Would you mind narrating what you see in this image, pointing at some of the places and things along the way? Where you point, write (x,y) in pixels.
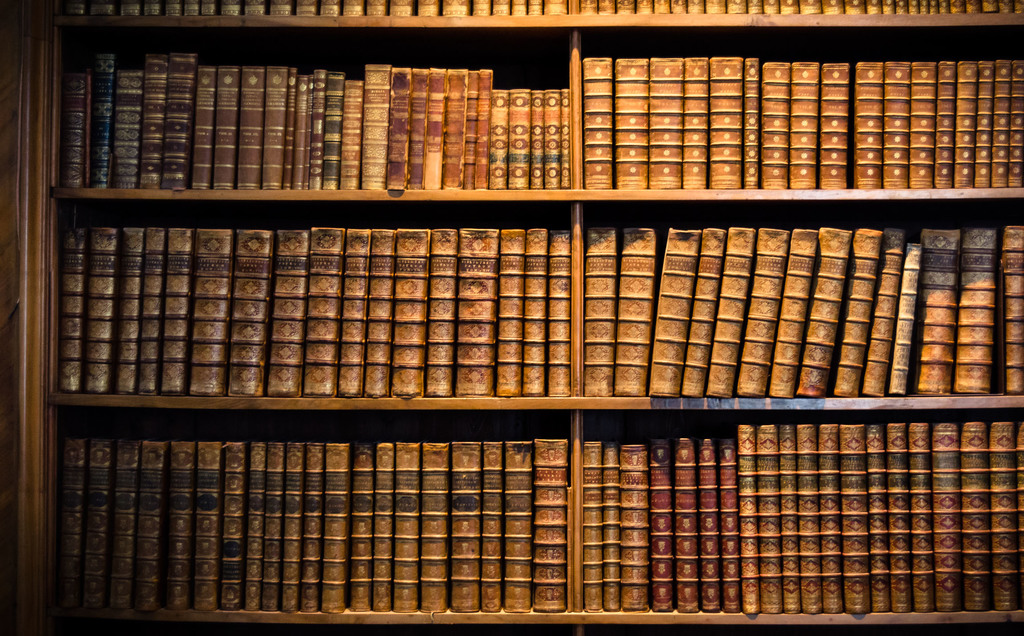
In this image there are many books (538,289) arranged in a rack (24,451).
